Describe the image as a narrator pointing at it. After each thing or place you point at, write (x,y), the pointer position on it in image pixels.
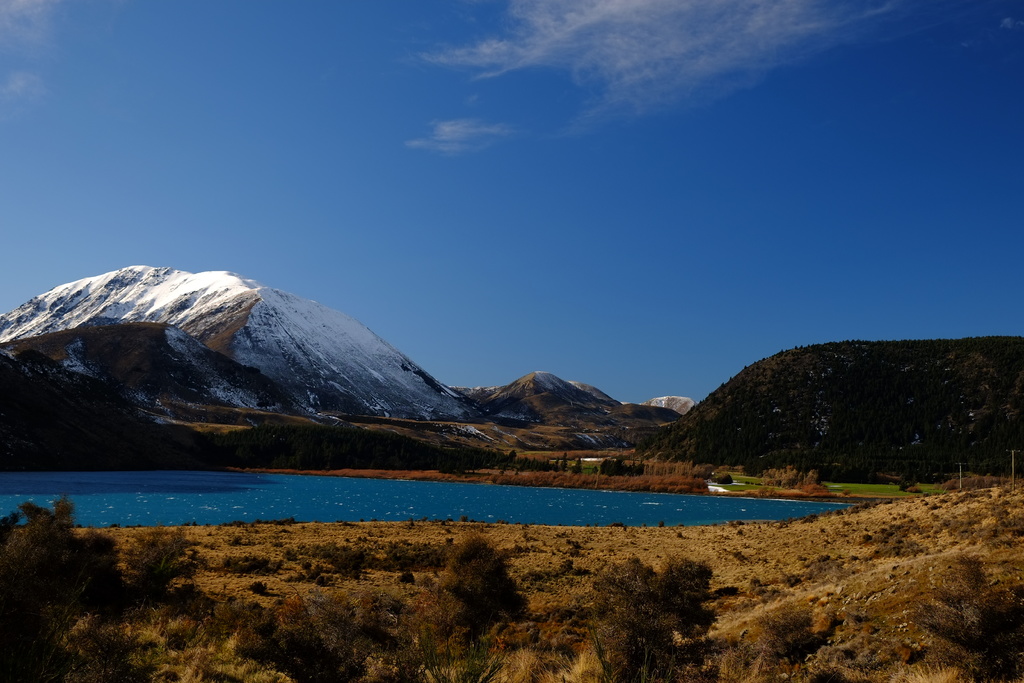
In the center of the image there is a lake (523,518). At the bottom (605,620) there are shrubs (483,601). In the background (795,449) there are hills (222,341) and sky (448,242).
